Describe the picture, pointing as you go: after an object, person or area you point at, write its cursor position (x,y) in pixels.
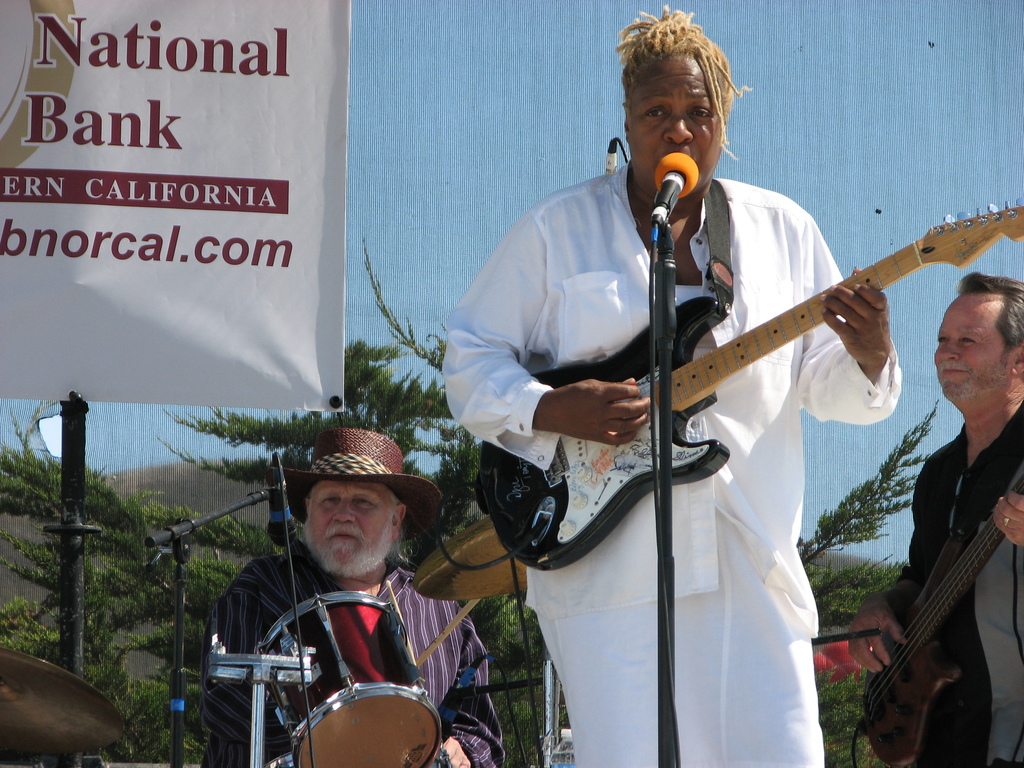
In this picture a guy (751,392) with white dress (773,399) is playing a guitar (621,376) with mic (665,210) in front of him. In the background (387,514) a guy (402,520) is playing a musical instrument (329,642) and to his right a guy (982,408) is playing a guitar (984,550). In the background (323,143) there is a poster (309,139) named National Bank California.
